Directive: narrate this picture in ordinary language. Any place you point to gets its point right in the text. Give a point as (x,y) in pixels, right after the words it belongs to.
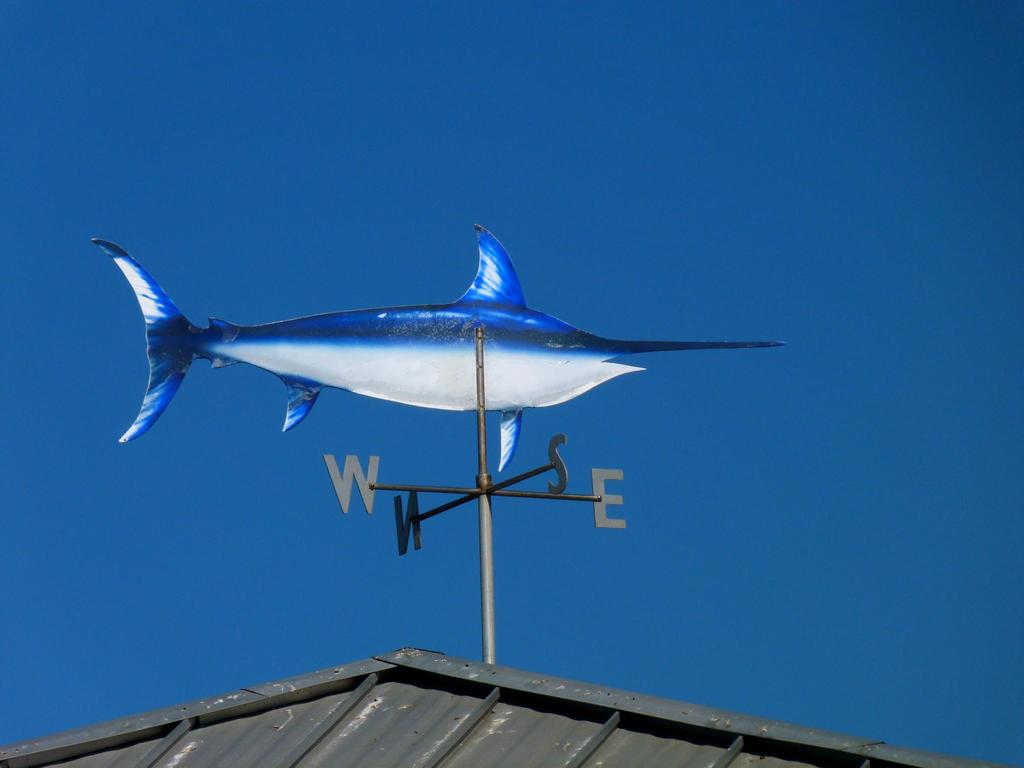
In this picture I can observe a wind vane (446,389) on the top of the roof (442,730). In the background (271,190) there is sky (270,213).
